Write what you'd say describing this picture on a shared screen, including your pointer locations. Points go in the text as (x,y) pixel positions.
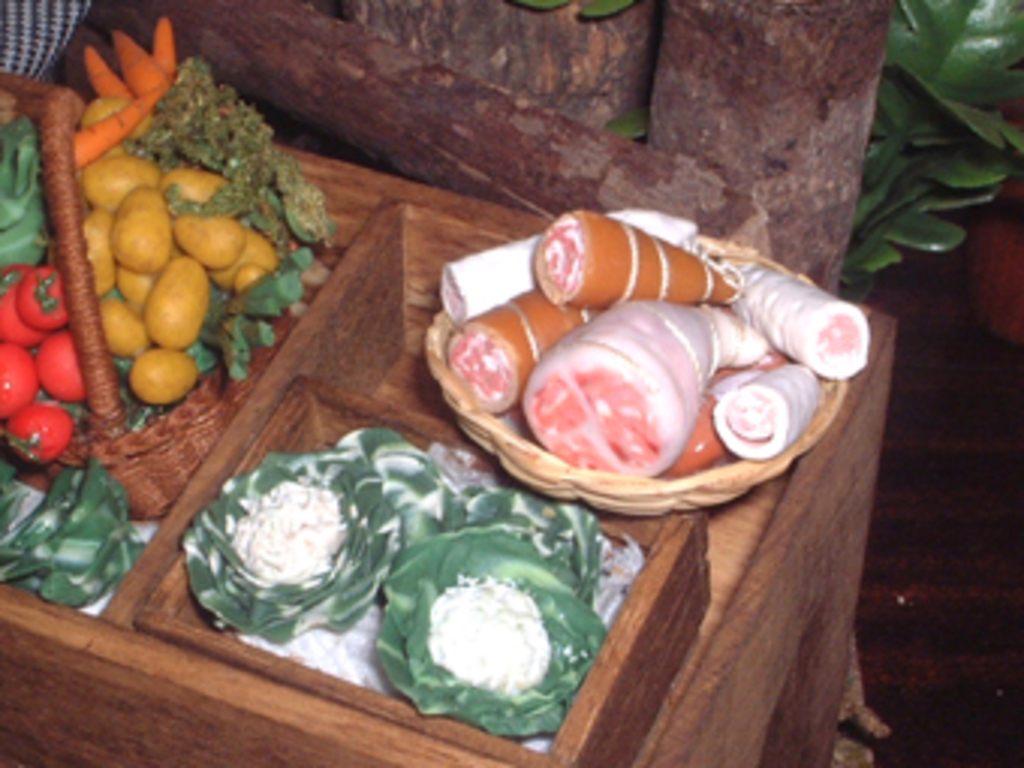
In this image we can see a few vegetables (53,411) are kept on the basket (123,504) and a few more vegetables (462,506) are kept on the wooden table (474,450). In the background (750,135), we can see the wall (821,144) and a plant (907,156) here.
